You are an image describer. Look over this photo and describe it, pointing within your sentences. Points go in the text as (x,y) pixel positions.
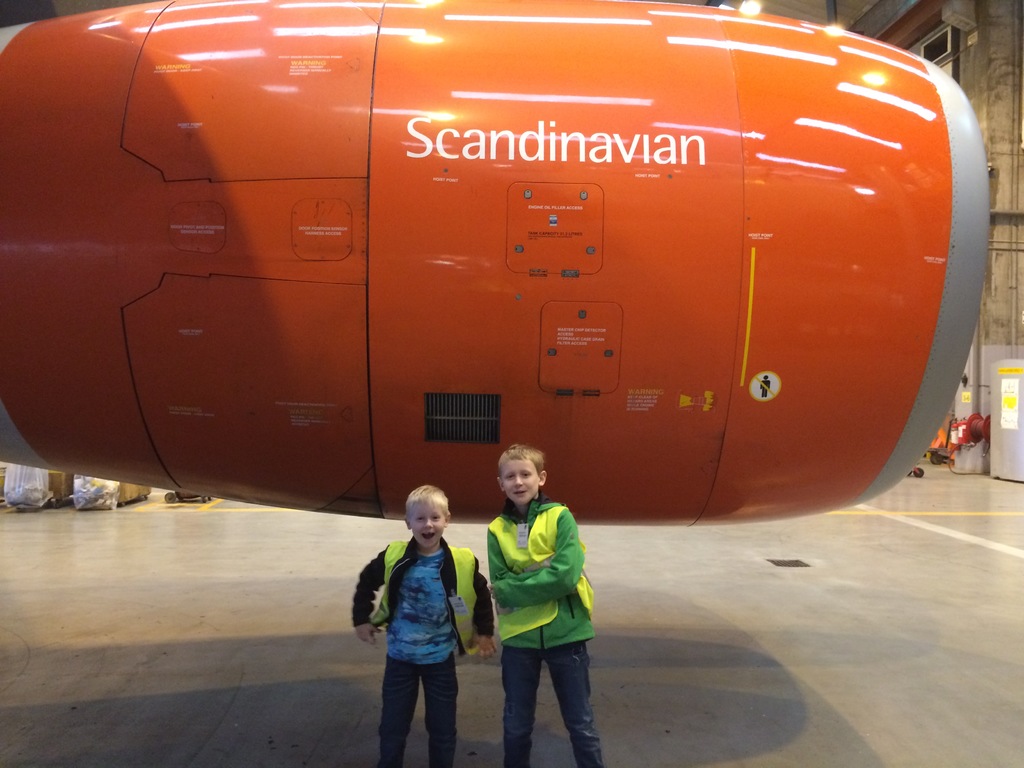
In this image I can see two boys (528,564) are standing. I can see both of them are wearing jackets (563,625) and I can see smile on their faces (415,524). In the background (865,424) I can see an orange color object (483,240) and on it I can see something is written.
